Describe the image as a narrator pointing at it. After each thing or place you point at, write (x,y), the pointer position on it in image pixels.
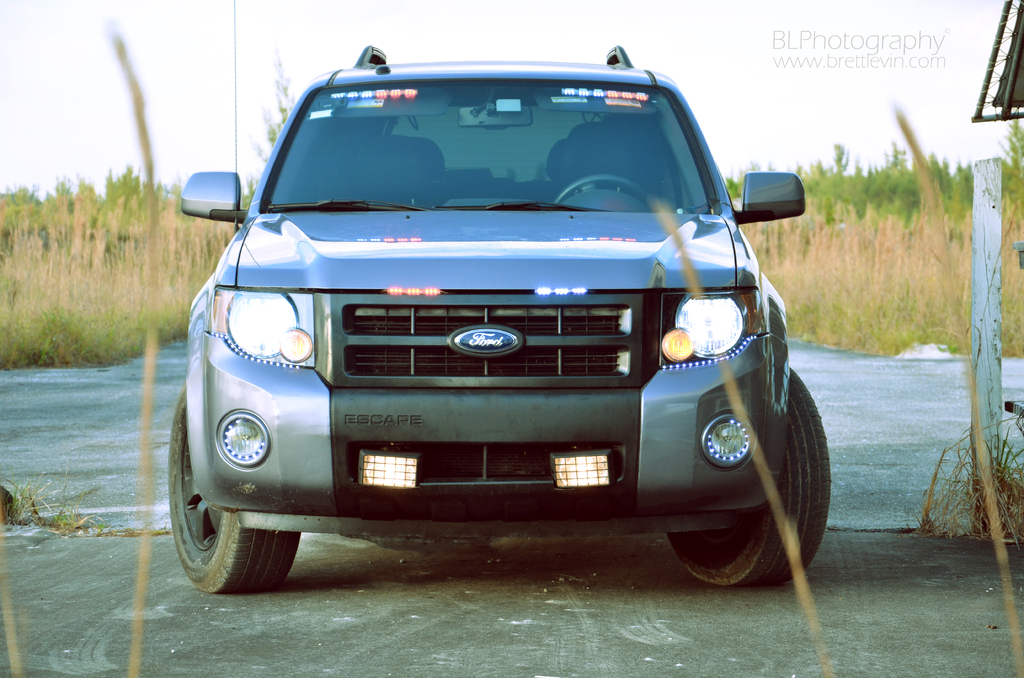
This picture shows a car (639,215) and we see plants (926,302) and trees (897,178) and a pole (987,463) on the side. Car (674,444) is grey in color and we see a cloudy sky (245,27).
